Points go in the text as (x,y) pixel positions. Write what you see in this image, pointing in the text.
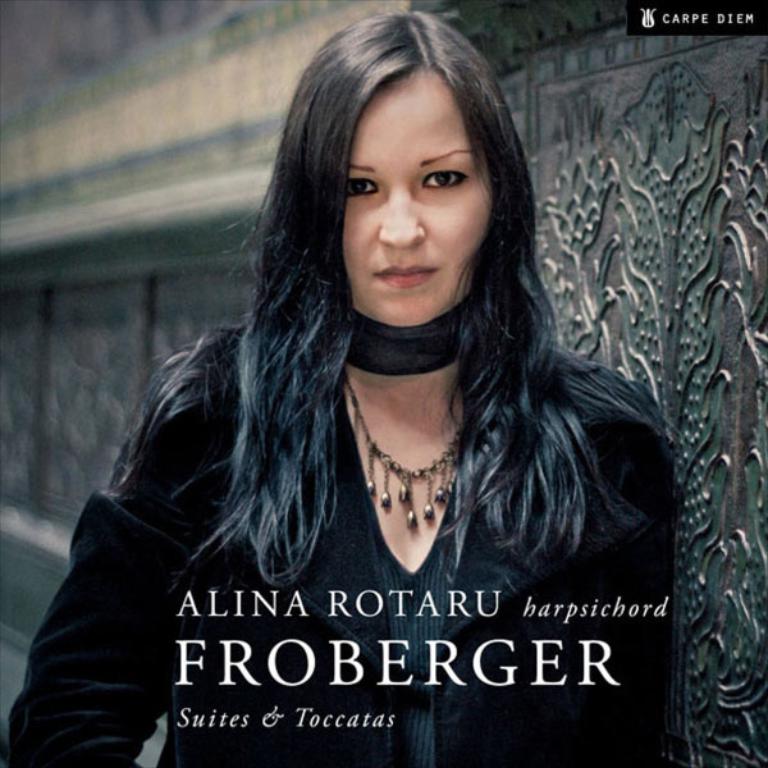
In the center of the image (406,440) we can see a lady (409,336) standing. She is wearing a black dress (173,550). In the background (628,229) there is a wall (304,66). At the bottom (299,663) we can see text (344,663).
